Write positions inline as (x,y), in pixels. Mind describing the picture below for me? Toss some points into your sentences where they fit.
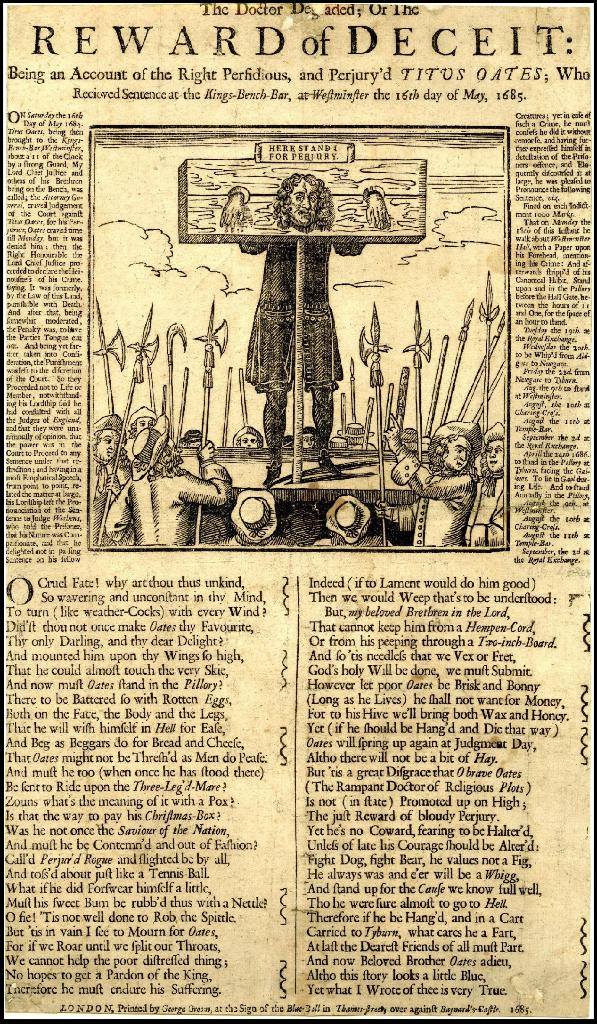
This image consists of newspaper (9,11) where we can see text (205,864) and picture (318,407).
